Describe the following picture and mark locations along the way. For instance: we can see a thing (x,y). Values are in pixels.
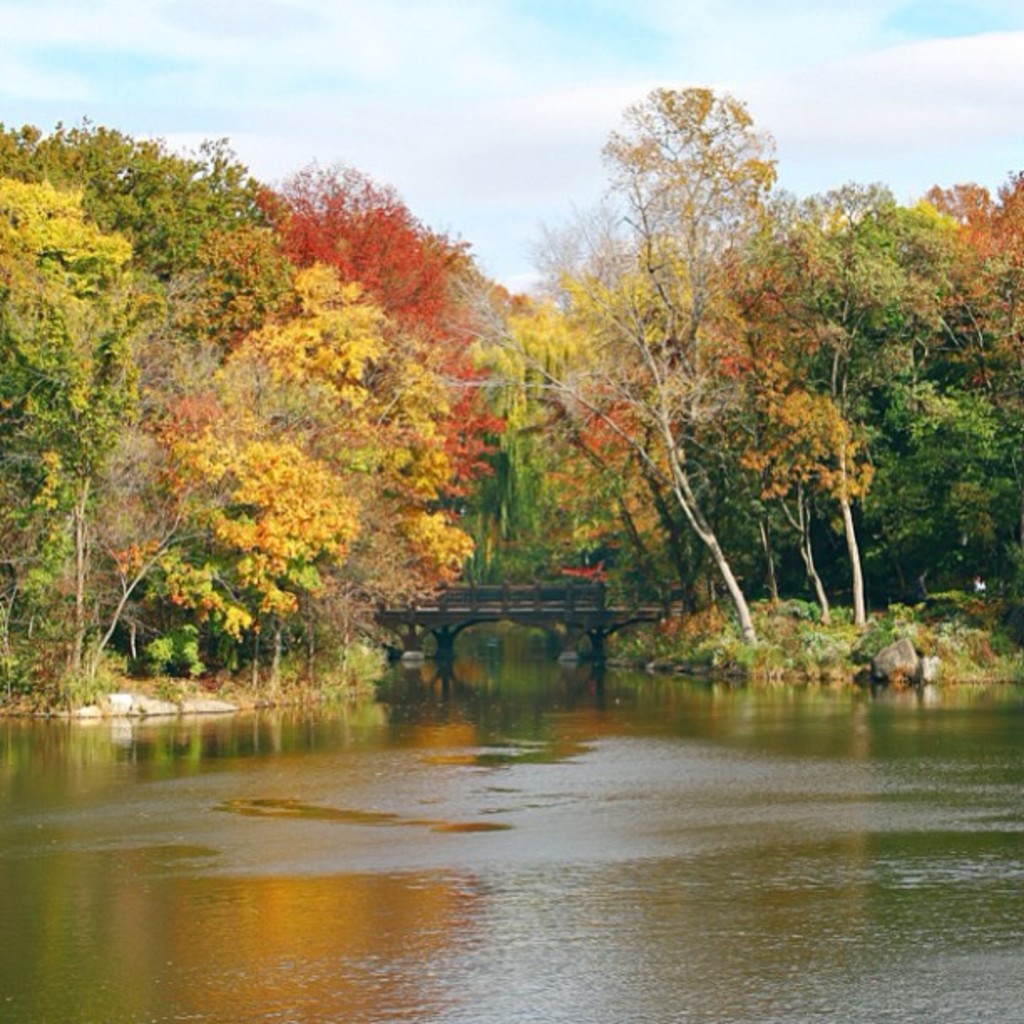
In this image there is a river (649,802), in the background (527,510) there are trees (383,523), bridge (458,601) and the sky (433,146).
